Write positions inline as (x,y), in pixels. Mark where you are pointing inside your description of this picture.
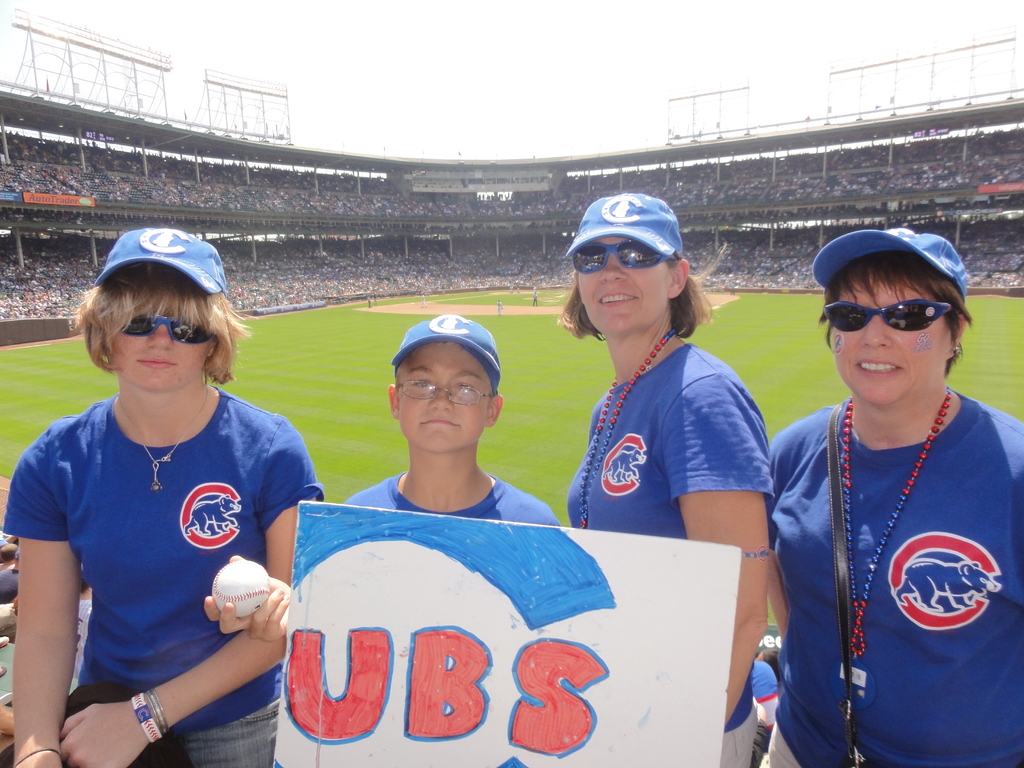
In the image there are three ladies (740,395) with caps (895,236) and goggles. There is a boy (440,438) with spectacles (419,396) and a cap (453,328) is holding a ball (250,597) and a board (380,591) with something written on it. They are in the stadium (207,219). Behind them there is crowd (313,272) and also there is ground (356,339). There are few lights (57,24). At the top of the image (518,136) there is sky (474,116).
